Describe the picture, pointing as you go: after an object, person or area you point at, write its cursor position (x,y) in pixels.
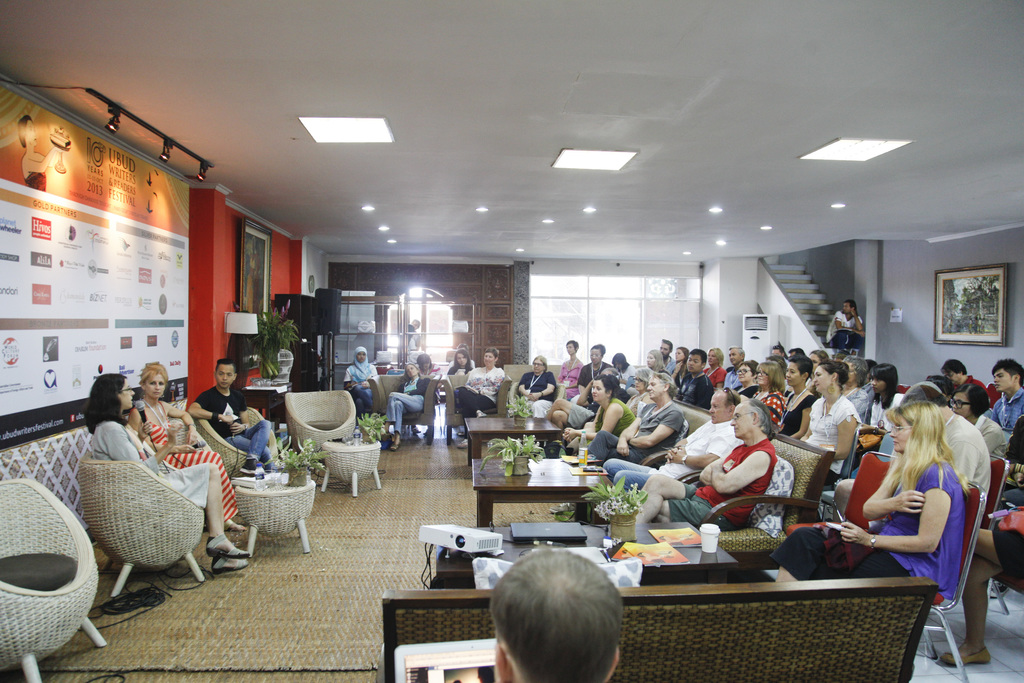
In this image there are group of people (925,444) sitting in chair (395,630) and the back ground (8,167) there is hoarding (166,238), lights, chair (105,499), plants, table (577,522), staircase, air conditioner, frame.
